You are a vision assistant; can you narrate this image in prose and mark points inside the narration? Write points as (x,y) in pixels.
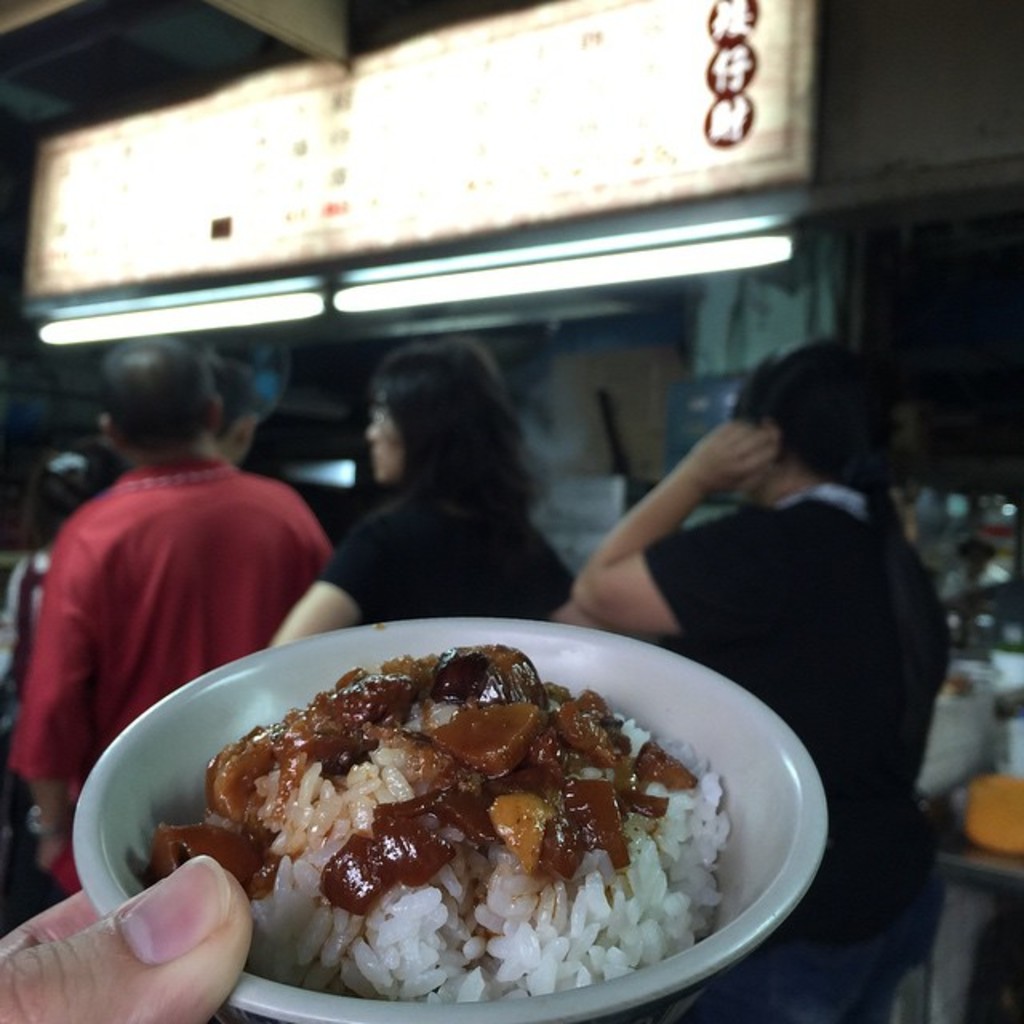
In this image we can see food item (381,804) in a bowl (677,700) in the person's fingers (123,975). In the background (455,502) we can see few persons (253,429), lights (514,252), hoarding (416,170) and objects (955,858).
